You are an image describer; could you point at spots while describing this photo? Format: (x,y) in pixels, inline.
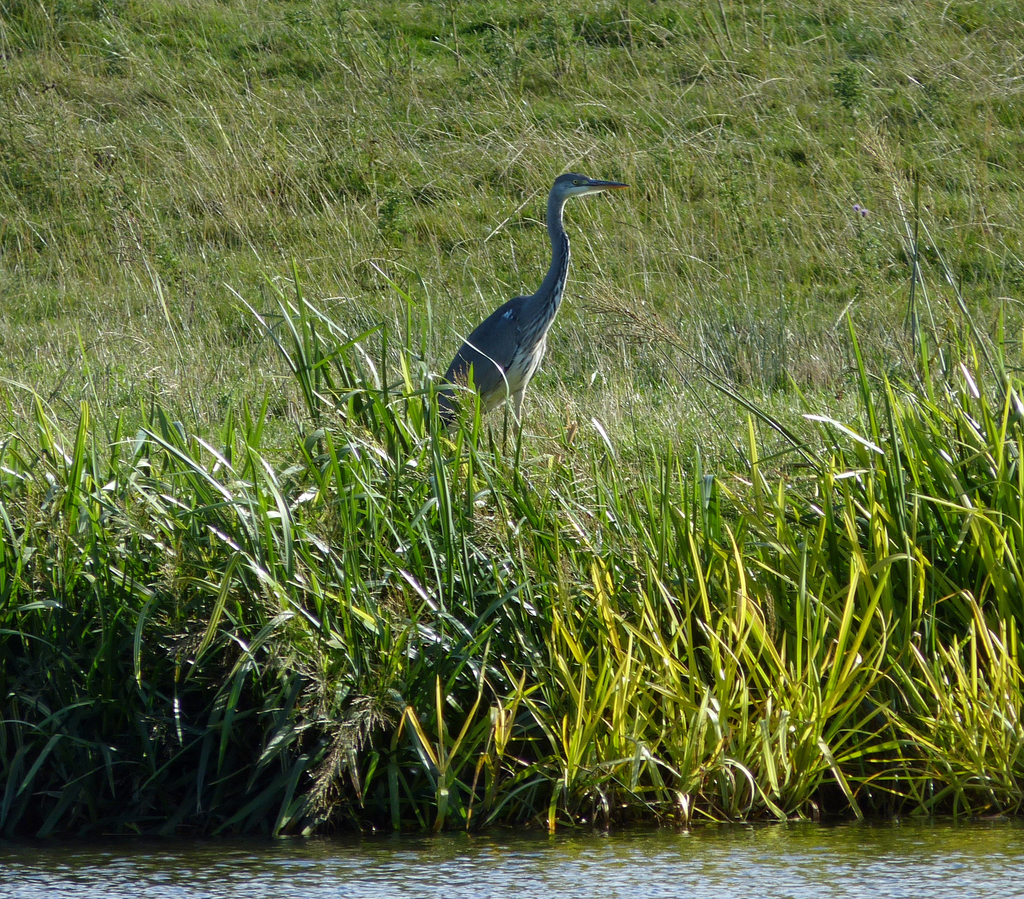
In this picture there is a crane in the center of the image (453,380) and there is water (329,837) at the bottom side of the image (369,860) and there is grassland (479,78) at the top side of the image (202,136).
